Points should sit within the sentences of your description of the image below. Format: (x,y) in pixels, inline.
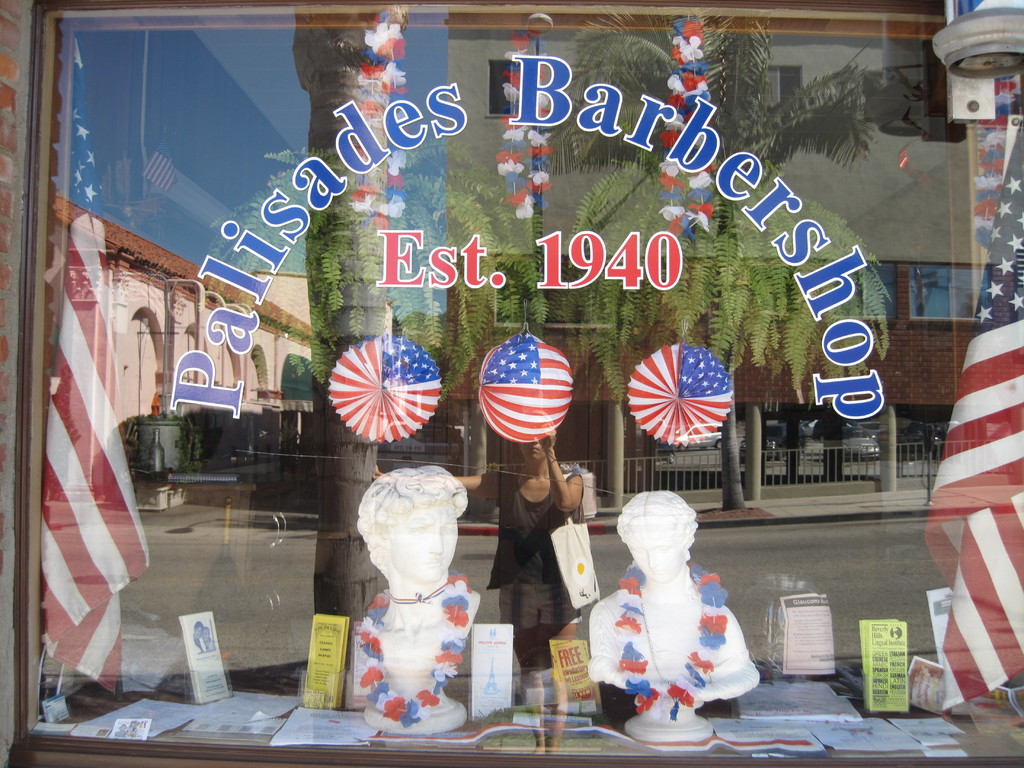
In this image, we can see a glass object (573,364). Through the glass (785,426) we can see sculptures (617,659), papers (492,675), flags (989,504) and few objects (571,718). On the glass (521,518) we can see a few reflections (289,498). We can see a woman (546,555) wearing a bag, tree trunk (353,543), trees (411,298), building (215,409), houses (191,381), walls (495,339), glass objects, pillars (882,468), railings (882,468), few objects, road (141,597) and the sky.
